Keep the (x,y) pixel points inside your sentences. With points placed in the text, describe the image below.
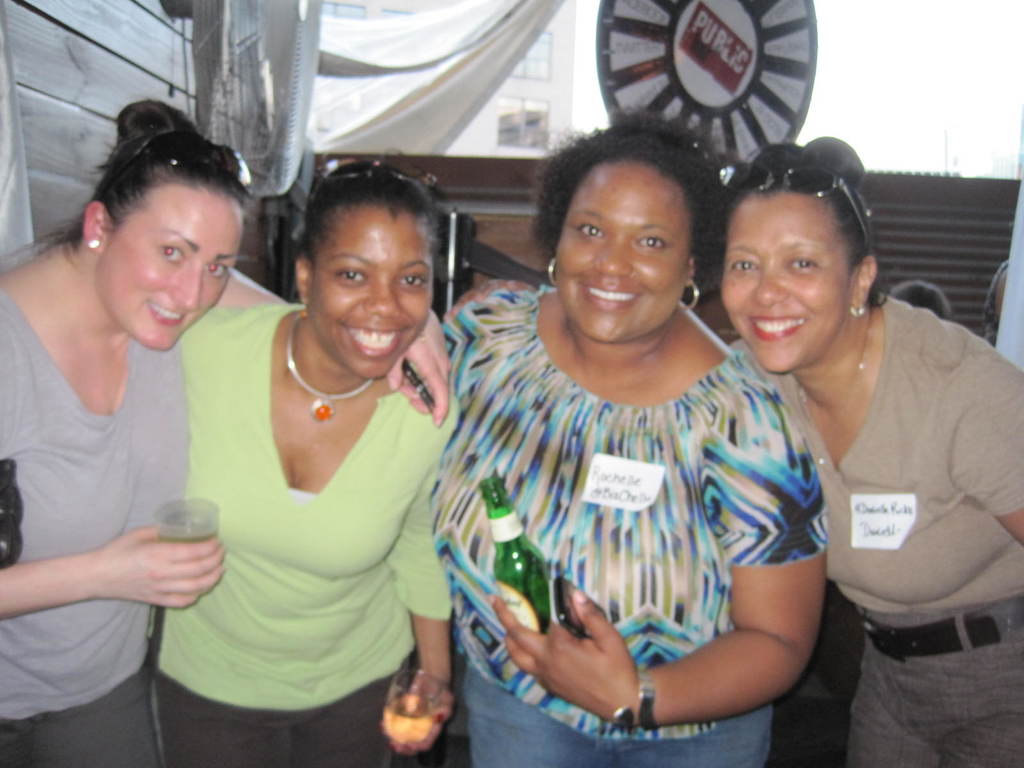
In this image I see 4 women (946,411) who are smiling and I see that these both women (277,325) are holding glasses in their hands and this woman (543,395) is holding a bottle (509,567) in her hand (547,643) and I can also see that this woman (574,522) is holding another in her hand (430,389). In the background (333,93) I see the white color thing (345,107) over here and I see something is written over here.
